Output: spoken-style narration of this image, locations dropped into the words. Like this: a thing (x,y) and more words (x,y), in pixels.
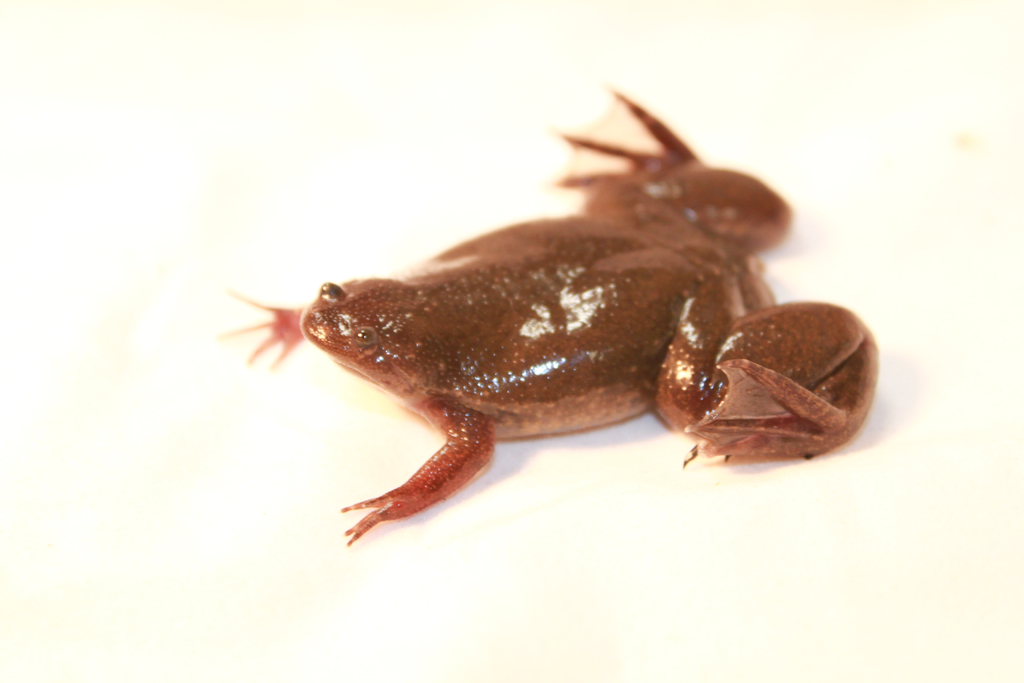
In the image there is a brown frog (581,393) on the floor (630,549).
